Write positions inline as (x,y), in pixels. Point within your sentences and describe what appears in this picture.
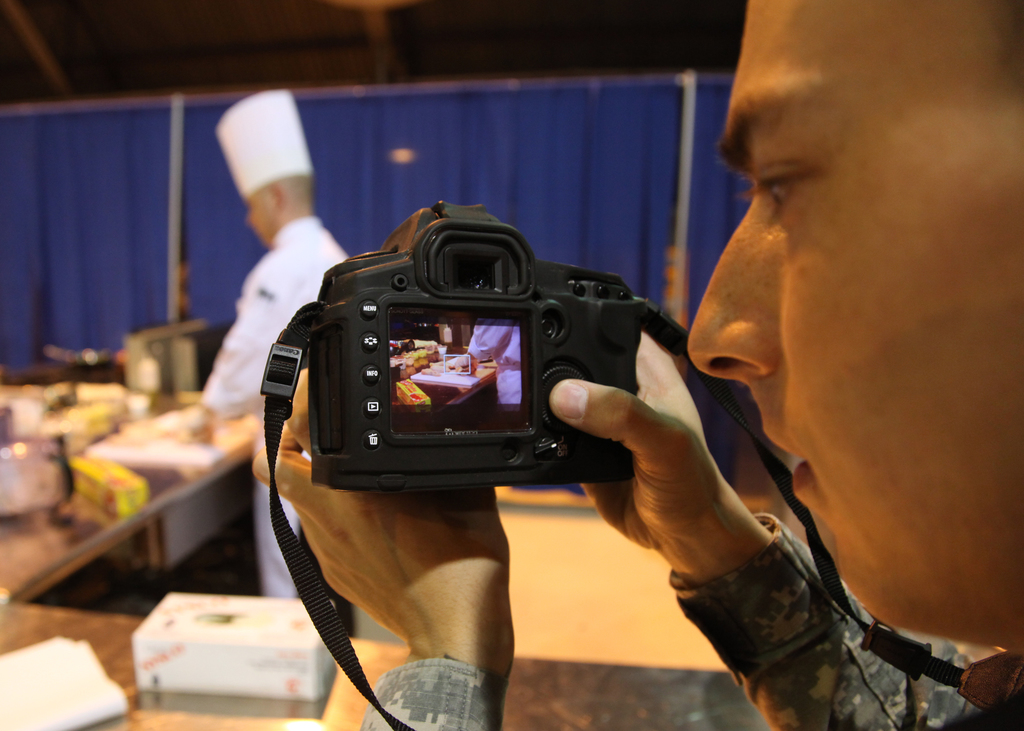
In this picture we can see a man (890,321) holding camera (406,387) and focusing the person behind the lens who is a chef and in front of him there is a table (176,500) and the camera (404,374) is black in color.
